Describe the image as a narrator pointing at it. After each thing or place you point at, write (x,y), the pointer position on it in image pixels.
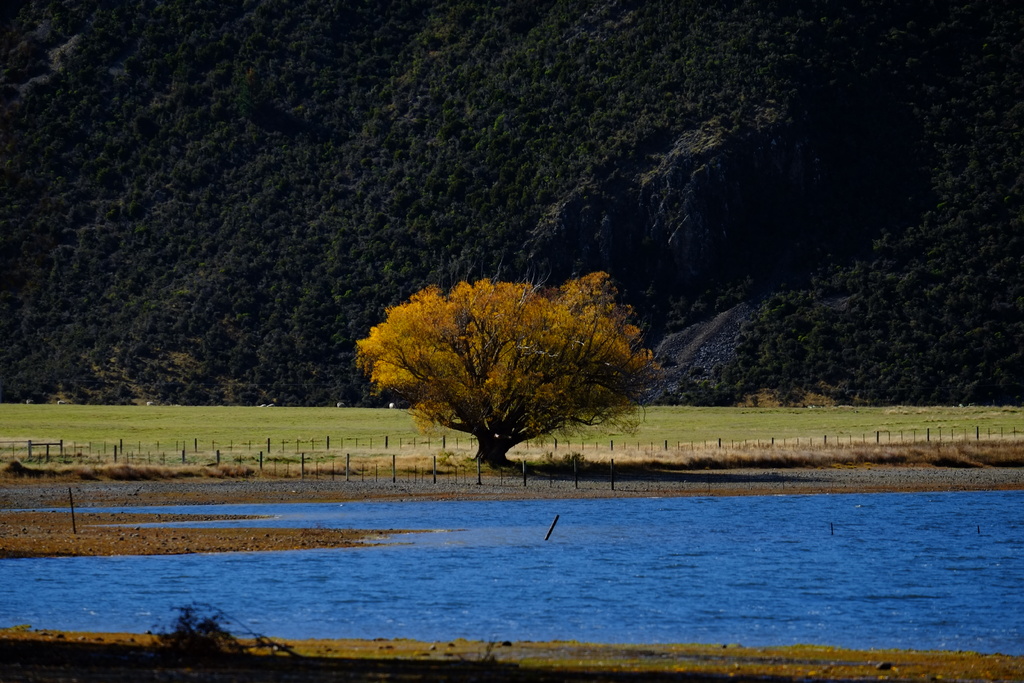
In this image there is a river (816,563), behind that there are few wooden rods (436,472) and trees (466,419) on the mountain (329,95).
